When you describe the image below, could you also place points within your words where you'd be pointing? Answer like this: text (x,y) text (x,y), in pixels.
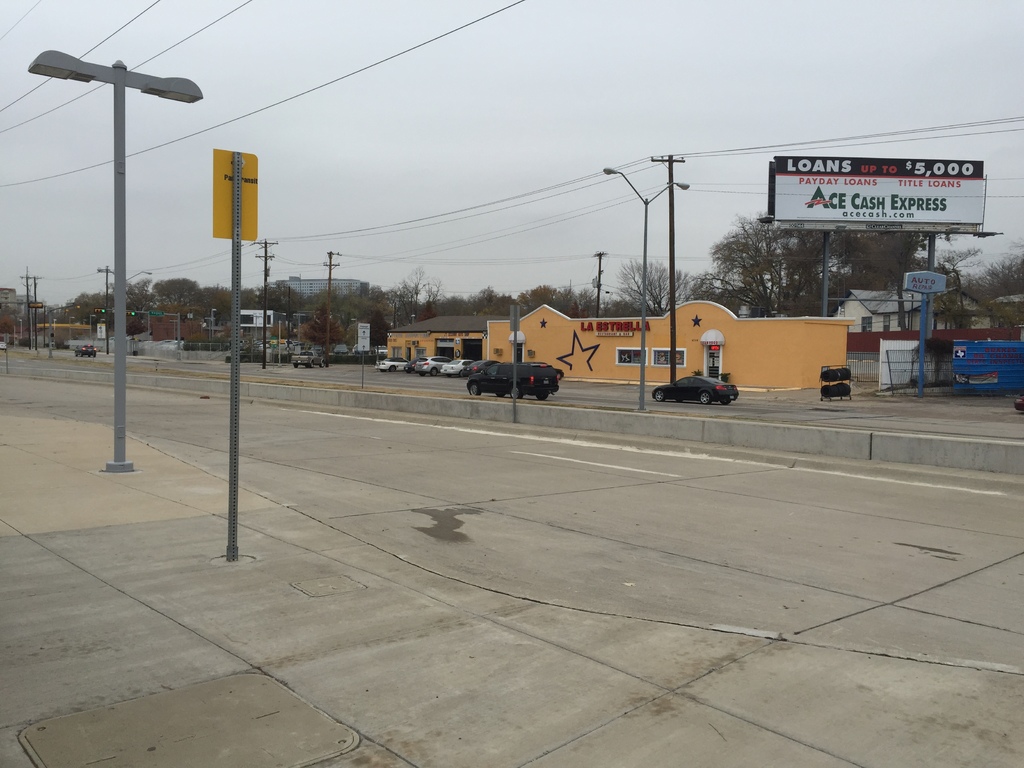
In this image there are cars (727,391) on the road (598,510). There are light poles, electrical poles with cables (343,233). There are boards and a few other objects (888,367). In the background of the image (432,351) there are trees (390,303), buildings (568,315). At the top of the image (451,62) there is sky (492,61).
